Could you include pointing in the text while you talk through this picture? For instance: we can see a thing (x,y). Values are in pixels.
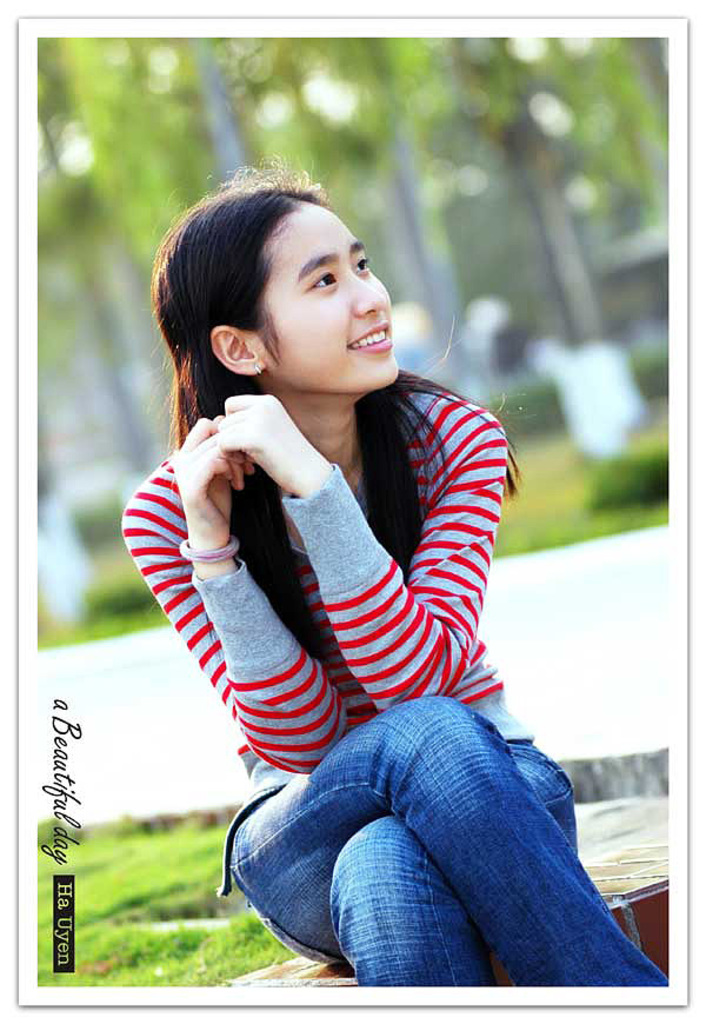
In this image we can see this woman (295,362) wearing red striped T-shirt (355,588) and blue jeans (445,885) is sitting here and smiling. The background of the image (313,64) is blurred, where we can see the grass (138,838) and trees (61,40). Here we can see the watermark (71,788) on the left side of the image (64,963).
